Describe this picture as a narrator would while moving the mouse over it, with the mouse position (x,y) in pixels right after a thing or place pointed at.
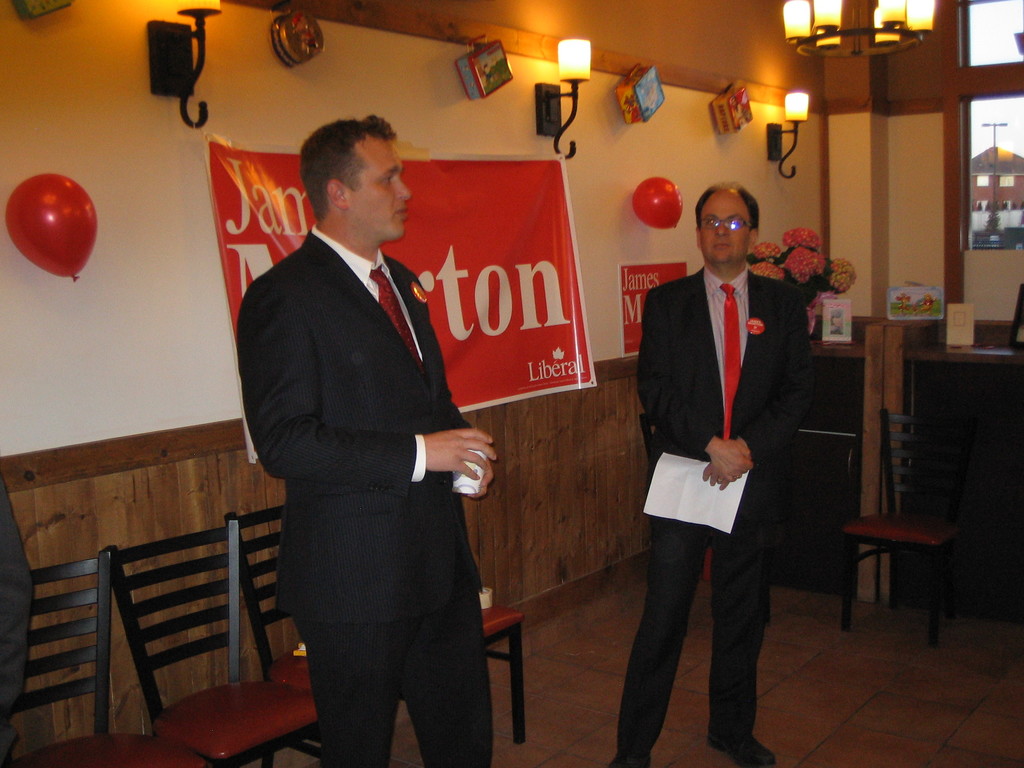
This picture shows two men (319,538) standing and we see few chairs (193,708) on the back (96,604) and a banner (250,452) on the wall (221,458), and we see few lights (790,104) and balloons (62,196).
